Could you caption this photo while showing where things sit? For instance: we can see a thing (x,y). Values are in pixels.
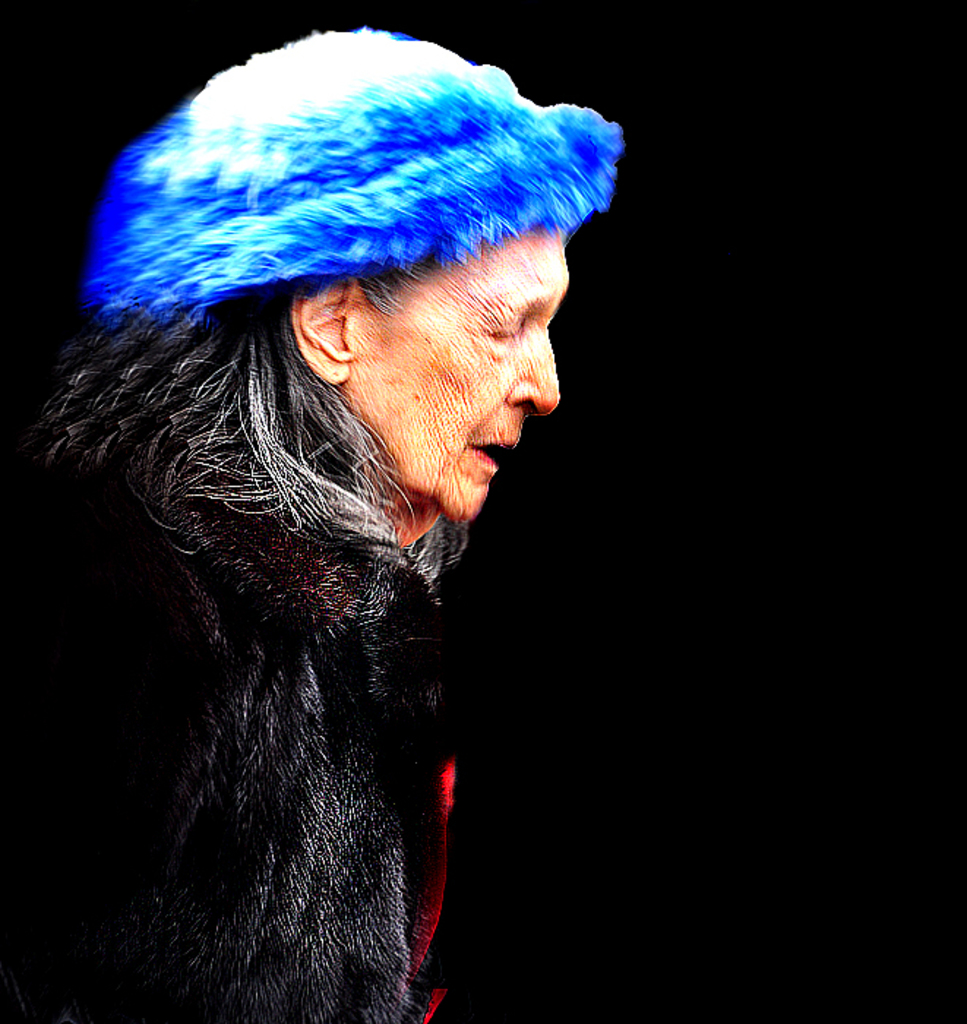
In this image, I can see an old woman (304,853) standing. The background (800,178) looks dark.
